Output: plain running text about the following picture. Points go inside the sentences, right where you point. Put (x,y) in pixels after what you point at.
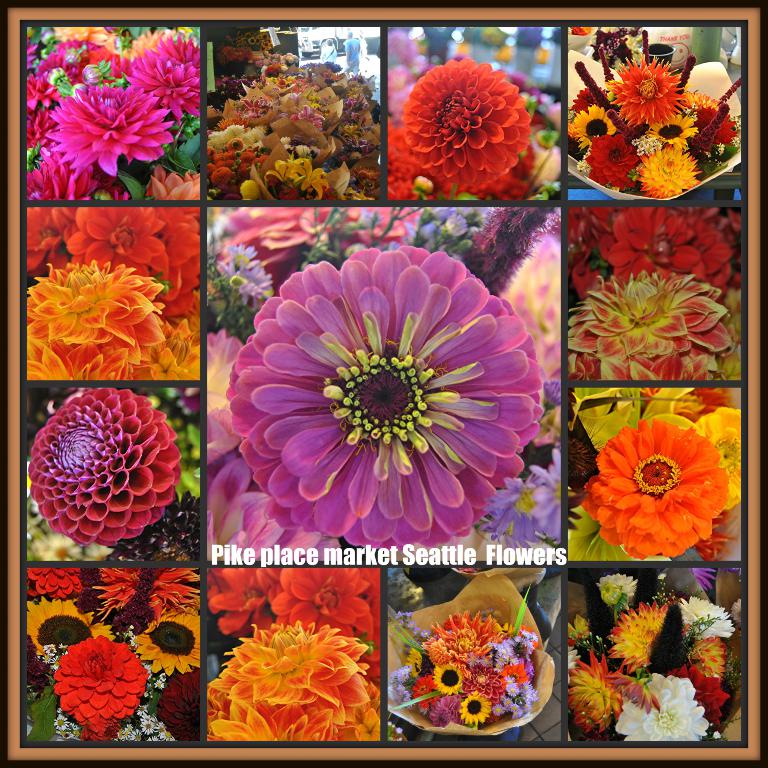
In this image I can see many pictures (364,135) edited and made as a collage image. Here I can see every picture (338,446) consists of some different colorful flowers (343,380). At the bottom of the image (513,555) there is some edited text (350,555).
